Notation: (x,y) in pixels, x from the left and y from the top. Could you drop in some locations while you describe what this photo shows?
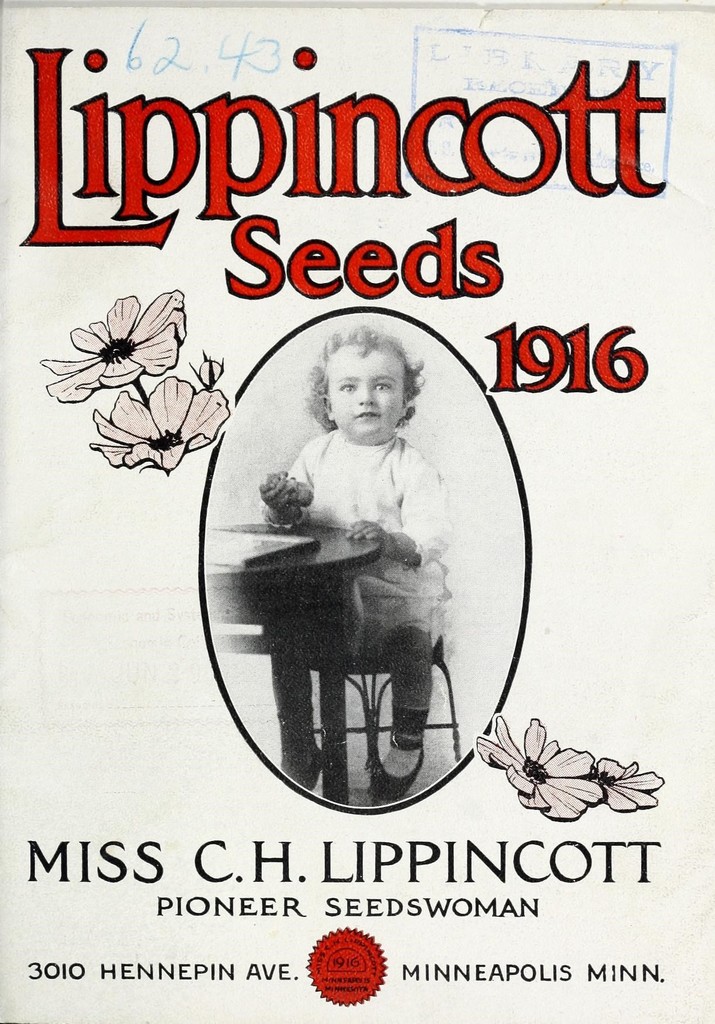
In this image I can see a pamphlet (703,843), in the pamphlet (565,428) I can see a child (372,496) sitting on the chair (380,684) and something written with red and black color.
